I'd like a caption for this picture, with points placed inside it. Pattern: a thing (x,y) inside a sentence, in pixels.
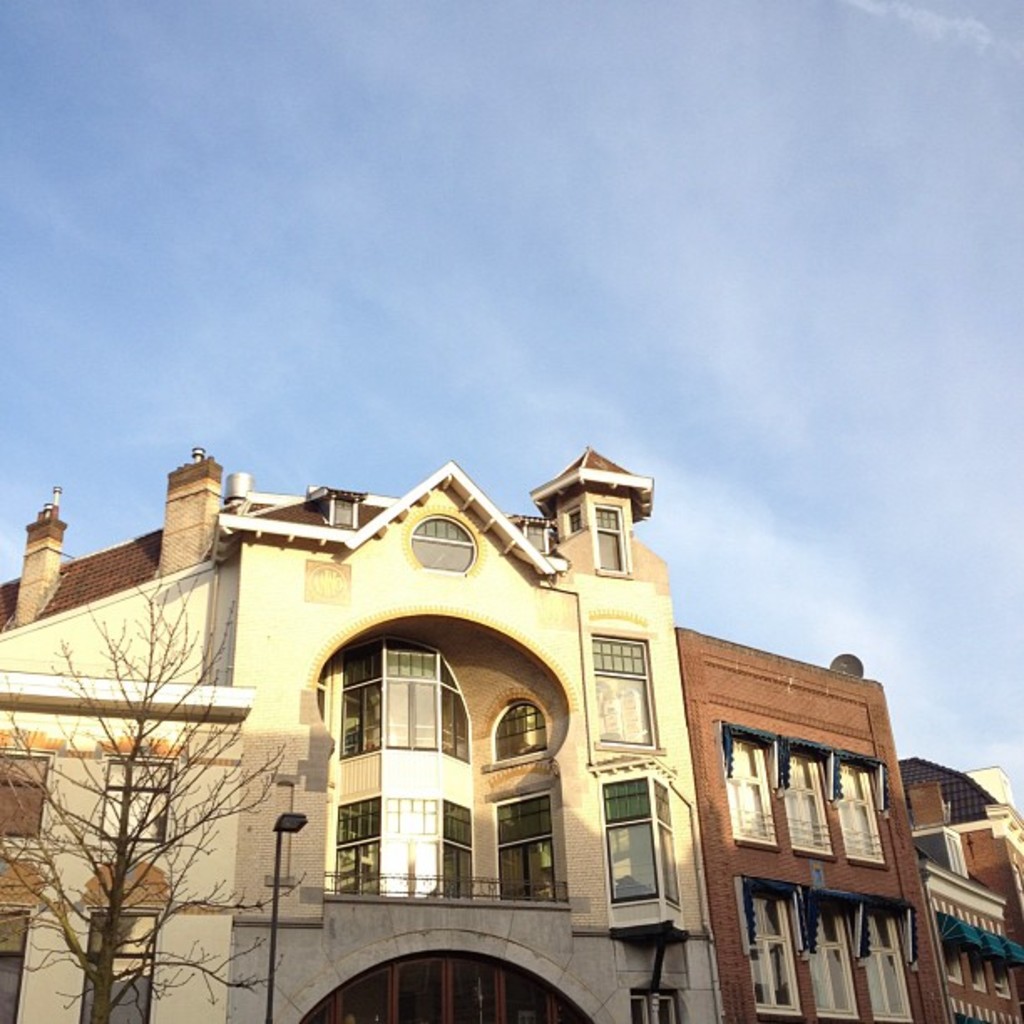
This image is taken outdoors. At the top of the image (172,277) there is the sky (232,274) with clouds (895,618). In the middle of the image (448,654) there are few buildings (464,761) with walls (690,788), windows (750,816), doors (416,1008), balconies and roofs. On the left side of the image (146,960) there is a tree (188,966) with stems (109,942) and branches (112,807).
